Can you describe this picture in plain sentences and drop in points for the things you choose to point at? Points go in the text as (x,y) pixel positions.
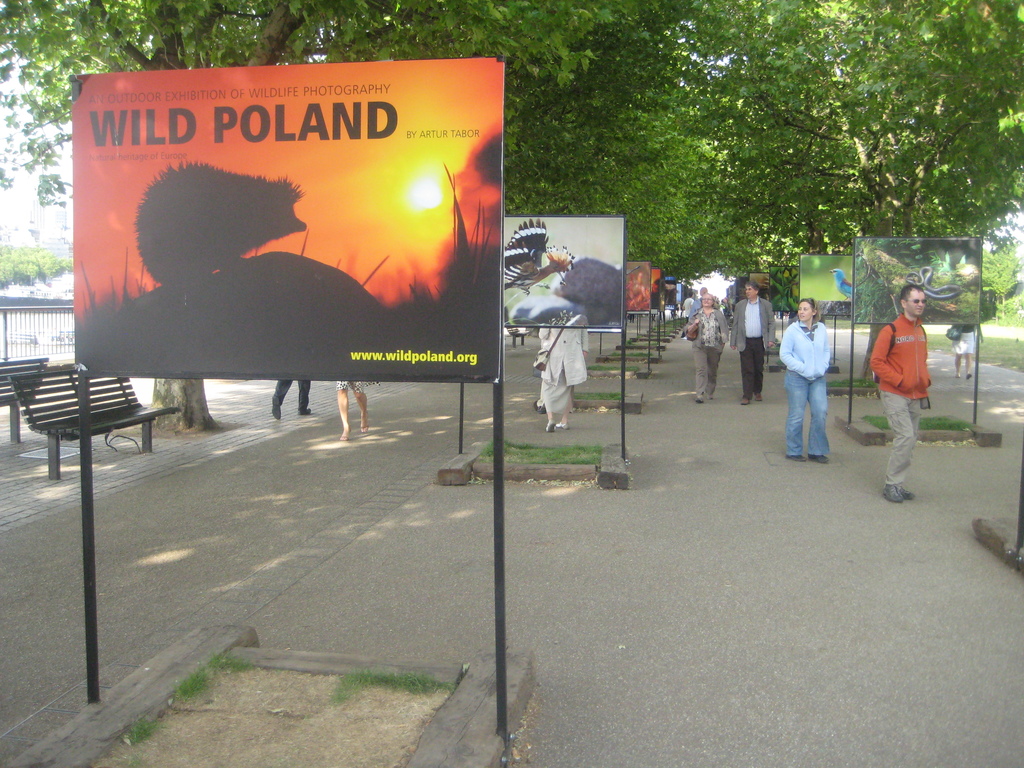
There are advertising boards (438,317) are present on the road (764,401) as we can see in the middle of this image (452,306). There are some persons (570,370) in the background (559,355). There is a bench (37,390) on the left side of this image (94,391) and there is a road (639,490) at the bottom of this image (546,574). There are some trees (531,149) at the top of this image (579,132).
